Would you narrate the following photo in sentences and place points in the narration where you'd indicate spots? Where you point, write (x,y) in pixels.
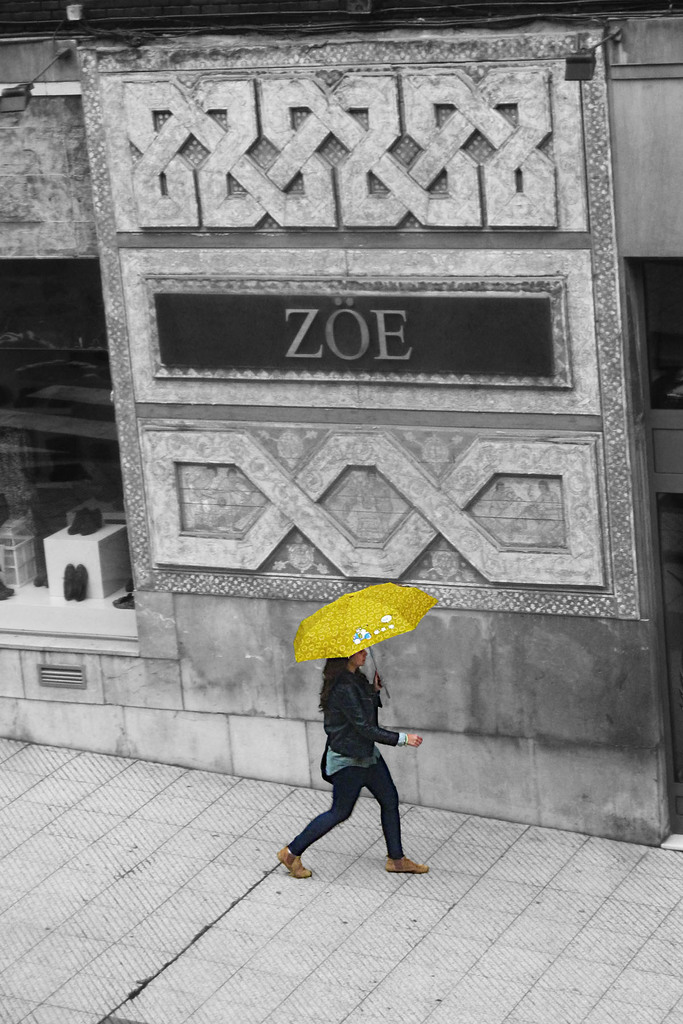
In this image I can see a woman (379,759) is walking on the foot path (415,832) by holding an umbrella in yellow color, she wore coat (353,731), trouser (349,802), shoes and it looks like a store (302,422), this image is in black and white color.
